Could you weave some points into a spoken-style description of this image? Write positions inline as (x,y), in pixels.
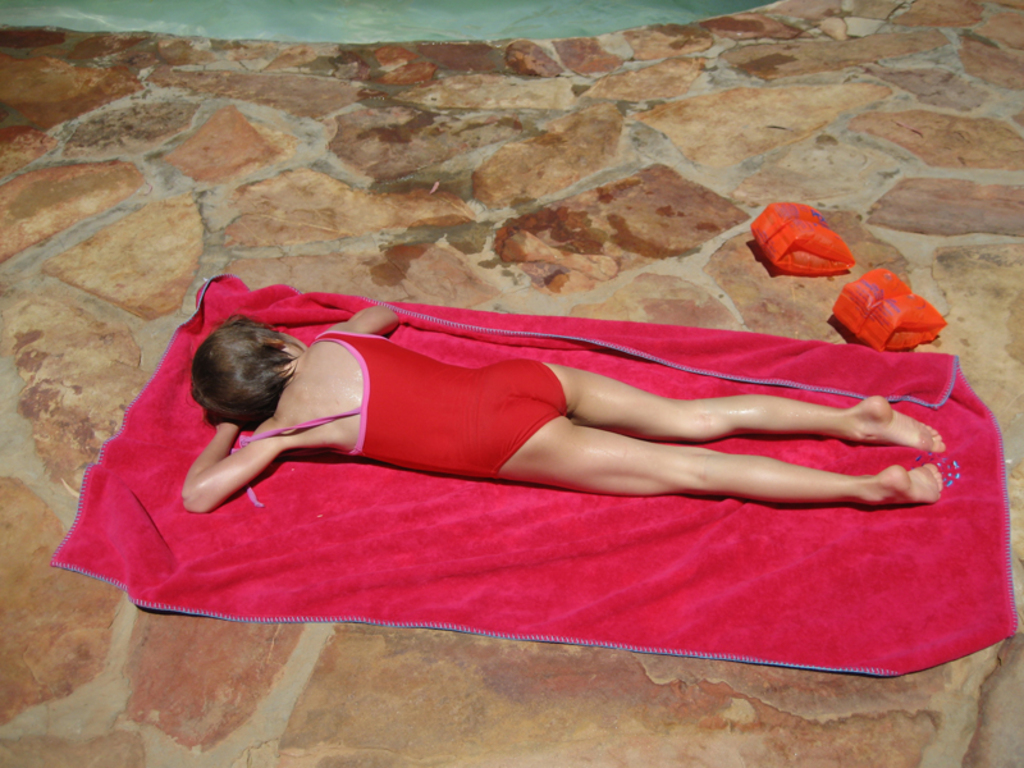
In this image we can see a person (397,416) lying on the cloth (545,336) and there are some objects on the ground (428,234).
